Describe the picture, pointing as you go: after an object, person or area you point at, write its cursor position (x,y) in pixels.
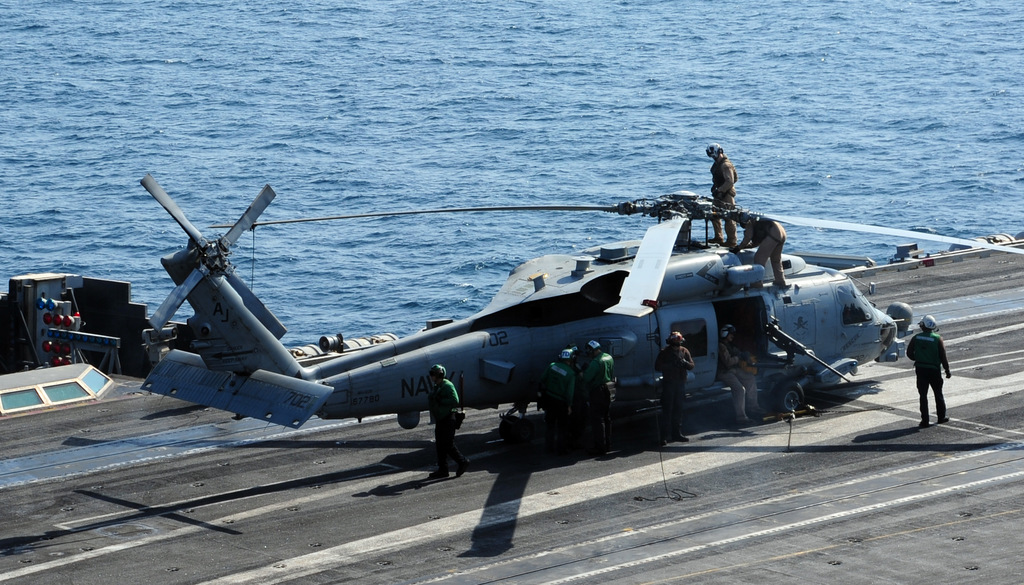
In this picture, there is a helicopter (534,353) on the deck (754,513). It is in gray in color. In the helicopter (646,396), there are people (674,355). One person (735,385) is sitting at the door (748,333) and two persons (762,251) are standing near the wings (659,240). On the top (608,110), there is water (626,141). At the bottom (634,548), there is deck (653,509).
